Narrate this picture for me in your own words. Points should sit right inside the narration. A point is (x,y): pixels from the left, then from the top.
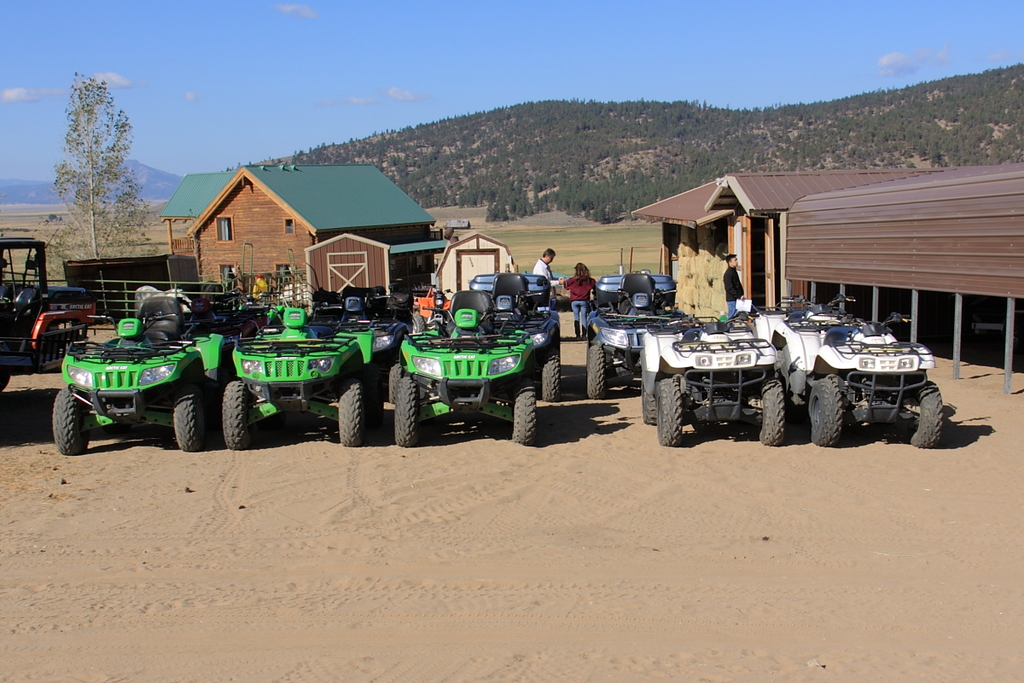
In the picture I can see vehicles (363,354), houses (484,251), trees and some other objects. I can also see people (724,285) standing on the ground (154,523). In the background (365,54) I can see the sky (371,123).
